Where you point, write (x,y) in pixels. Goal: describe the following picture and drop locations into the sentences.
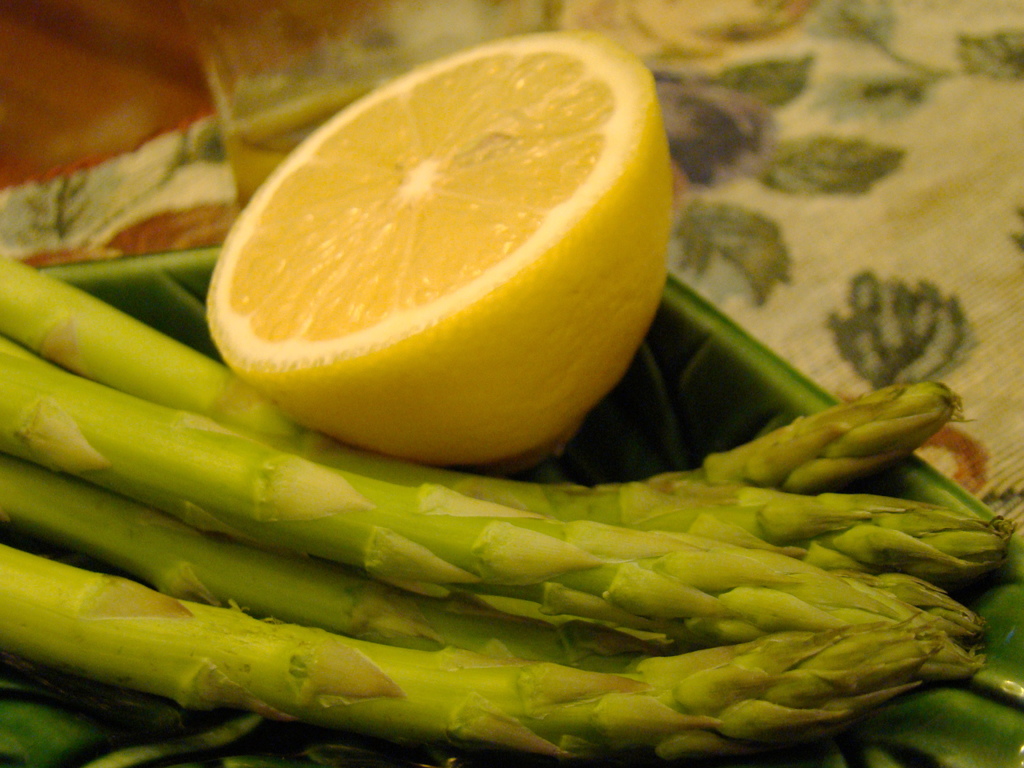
In this image there is a table (773,167) and we can see a tray (728,416), asparagus (399,527) and a lemon slice (466,333) placed on the table (987,326).
